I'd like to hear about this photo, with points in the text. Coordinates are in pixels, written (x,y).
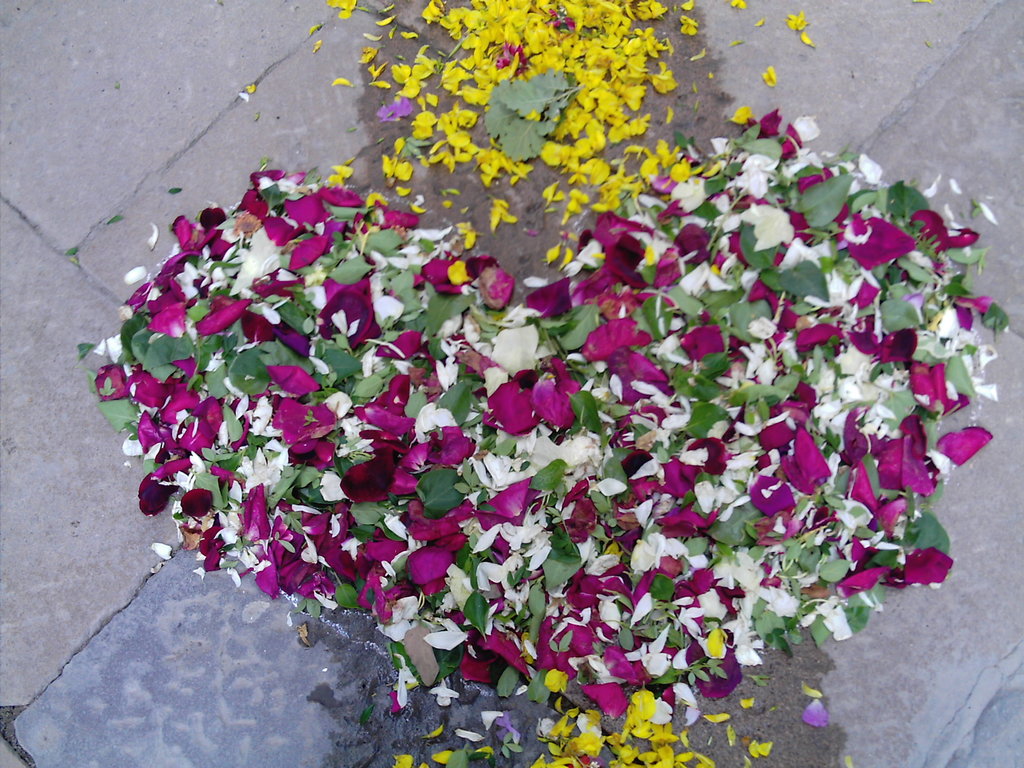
In this image I can see few flower petals (374,491) on the floor (138,16) and the petals (668,533) are in pink, green, yellow and white color.
